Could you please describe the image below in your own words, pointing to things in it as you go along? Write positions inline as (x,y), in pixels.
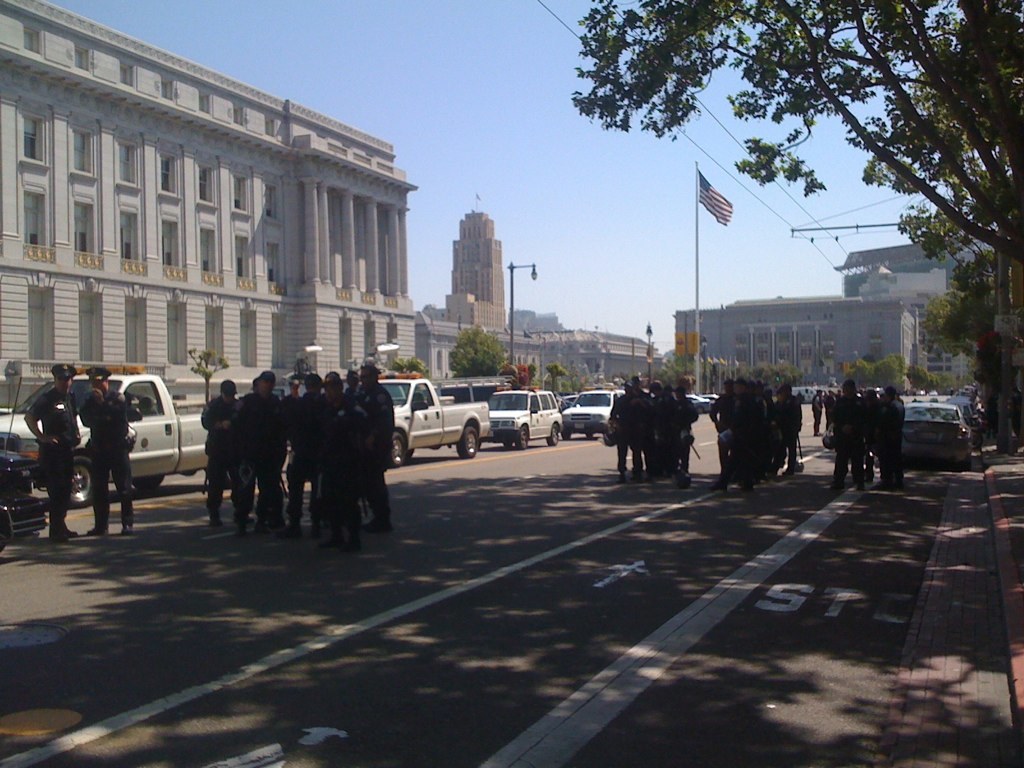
In this image there are group of people (684,464) who are standing and in the background (141,456) there are some vehicles (141,456), trees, poles (1008,396), buildings (346,355), street lights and some wires (836,266). At the bottom (588,662) there is a walkway (527,679) and at the top (465,113) there is sky (503,134).
